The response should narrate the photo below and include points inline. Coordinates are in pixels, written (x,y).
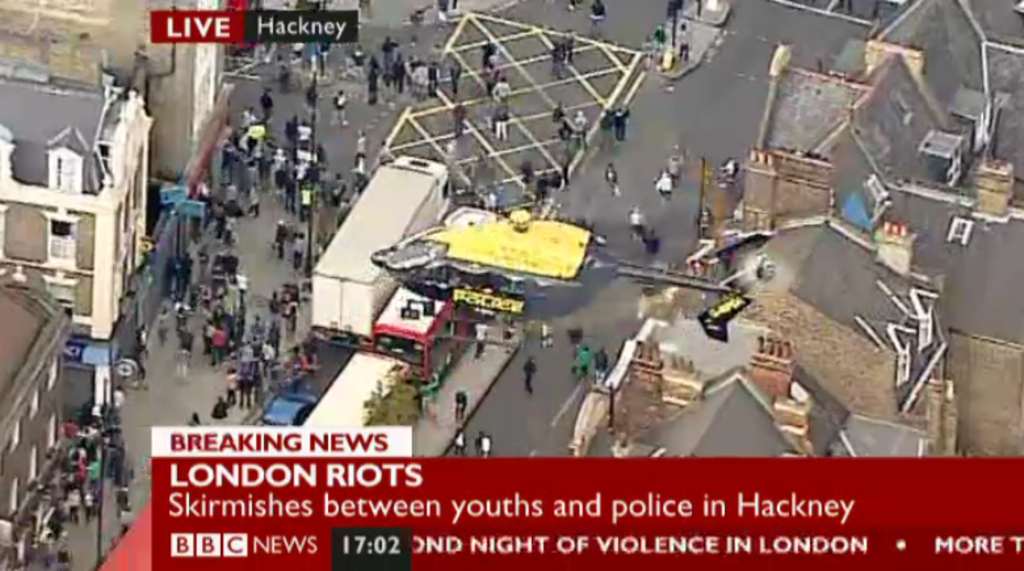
In this image we can see few buildings (134,195), there are some vehicles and poles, also we can see a few people (240,367) on the road (569,176), at the bottom of the image (585,502) we can see the text (585,506).
